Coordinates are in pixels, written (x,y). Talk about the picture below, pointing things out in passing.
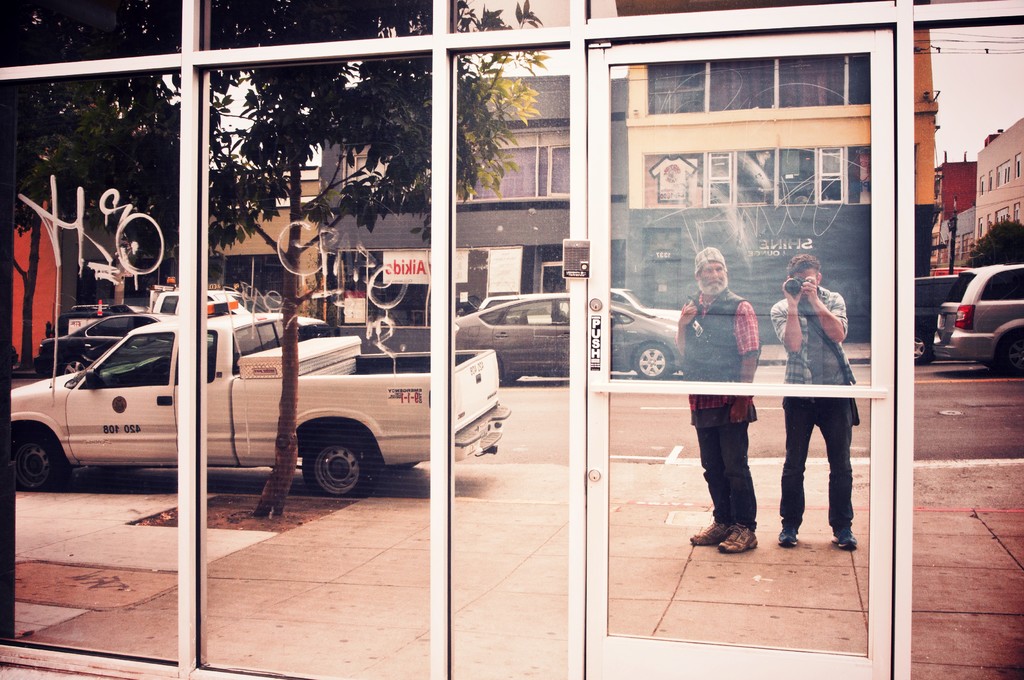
In the foreground of the picture (481,255) I can see the glass door (618,154) and glass windows (316,240). I can see the reflection (496,199) of the buildings (532,188) in the glass window (515,198). I can see the reflection (654,340) of cars (659,370) on the road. There is a reflection (84,83) of trees (310,105) on the top left side of the picture (228,101). I can see the reflection (789,335) of the man (796,437) holding the camera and there is another man (740,365) beside him.
